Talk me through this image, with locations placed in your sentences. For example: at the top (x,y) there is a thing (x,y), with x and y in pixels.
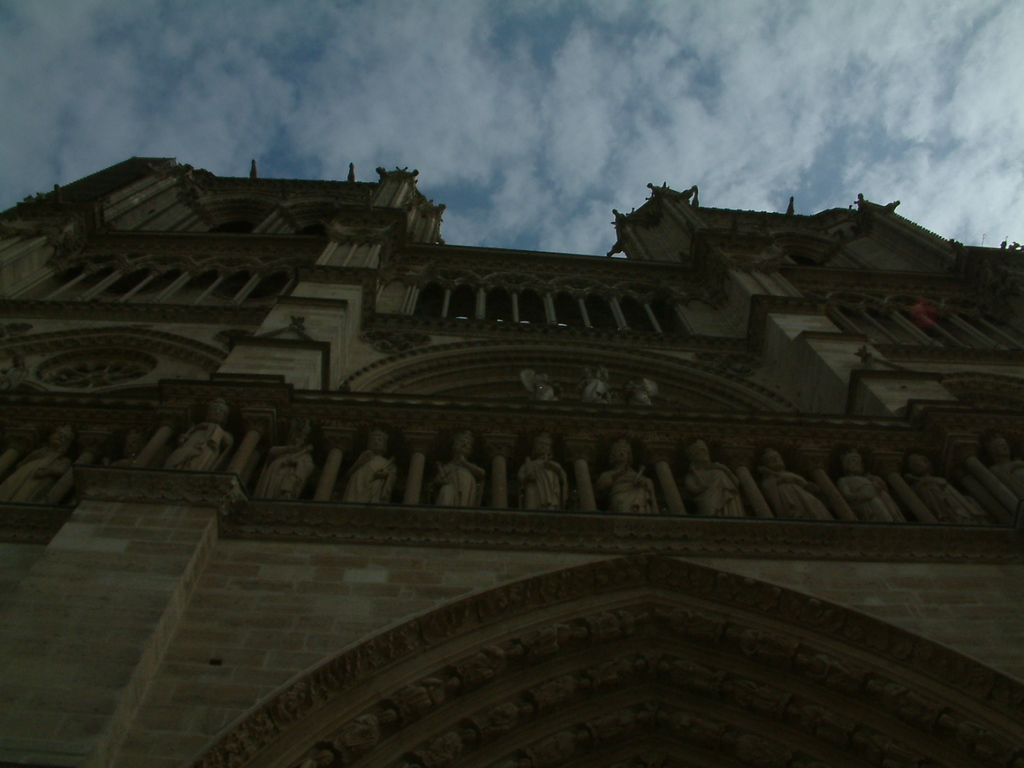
In this image we can see a building (670,444) and some statues (539,501). We can also see the sky (668,117) which looks cloudy.
